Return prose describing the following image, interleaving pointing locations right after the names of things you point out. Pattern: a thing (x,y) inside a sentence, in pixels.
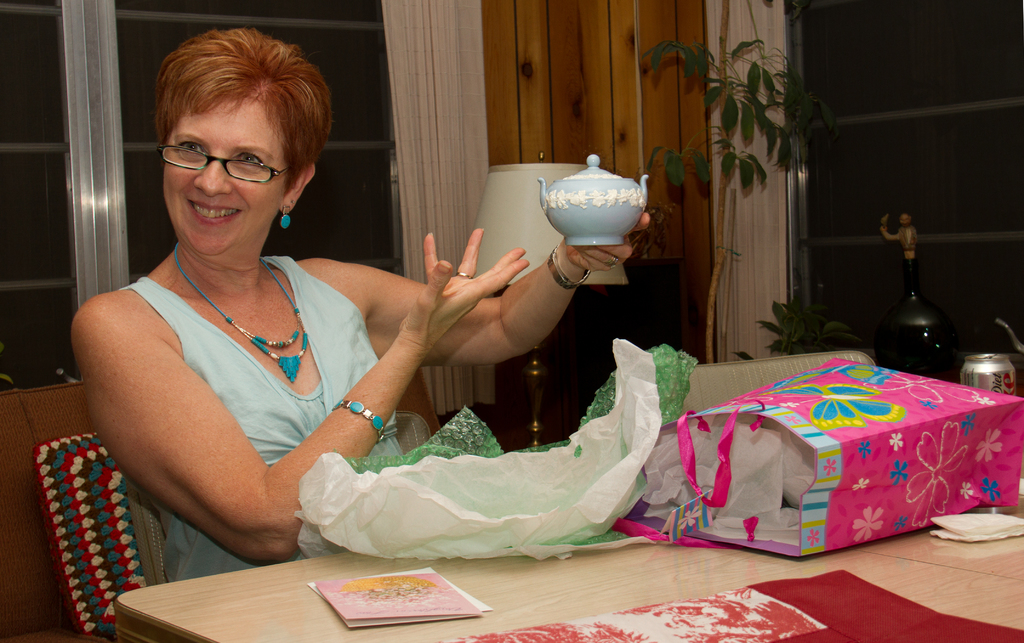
In this image we can see a woman (182,512) is sitting on the chair (16,605). She is wearing blue color top (234,391) and holding blue color kettle (609,201) in her hand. In front of her table (803,573) is there. On table (560,614) we can see card (422,592), carry bag (795,455), tissue (802,477), can (1006,372), polythene cover (468,444) and cloth (761,623). Background of the image (361,55) we can see window (127,61), curtain (413,90), lamp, plant (723,188) and one statue (904,225). In the left bottom of the image (79,559), one pillow (96,547) is there on chair (14,561).
